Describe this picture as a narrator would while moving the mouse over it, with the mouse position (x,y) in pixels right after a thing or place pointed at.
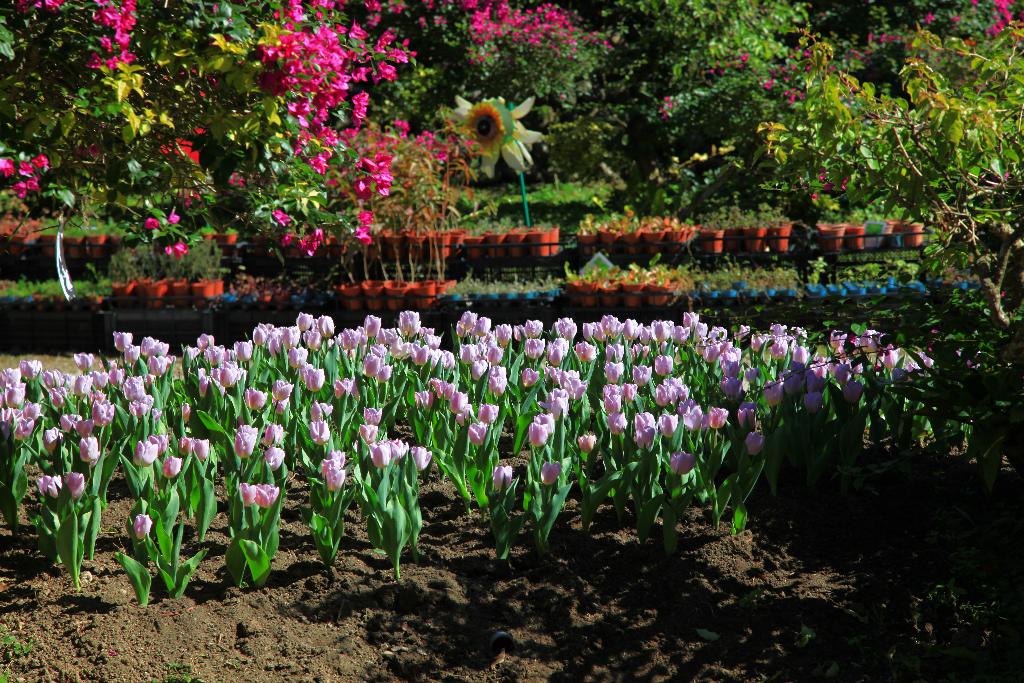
In this image there are flowers (544,413) and plants (265,441), behind them there are flower pots (653,244) and trees (451,63).
